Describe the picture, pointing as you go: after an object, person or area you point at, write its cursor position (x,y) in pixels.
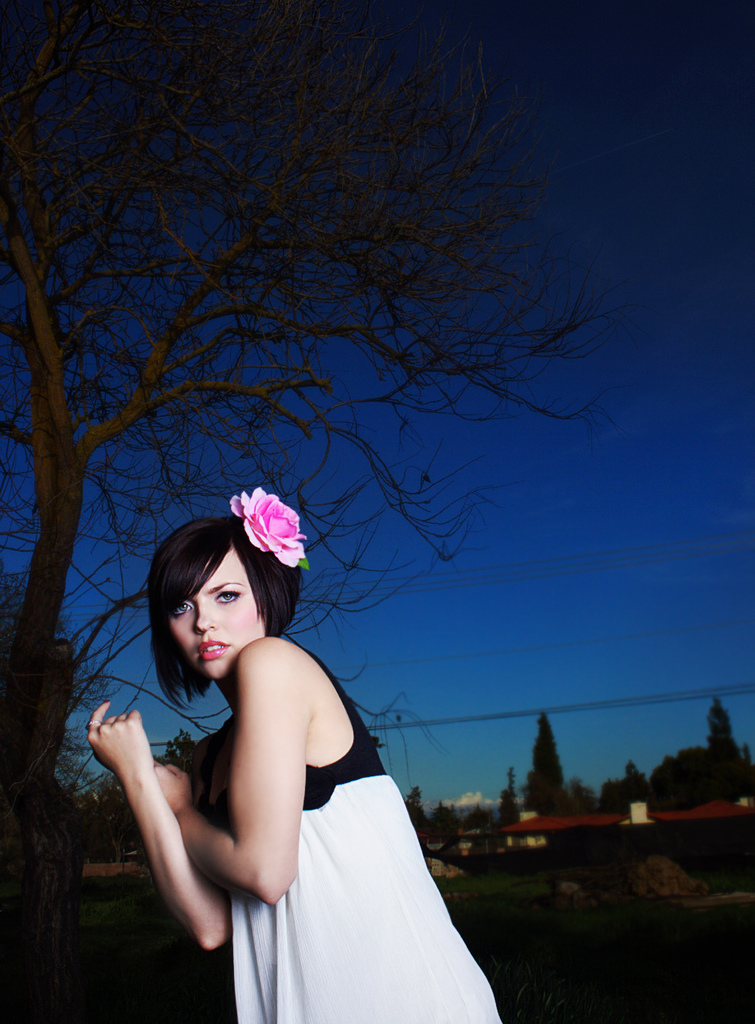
In the center of the image (262,549) there is a lady (309,995). In the background (594,806) there are trees (41,688). At the bottom of the image (588,971) there is grass (595,976). There is sky (639,251) at the top of the image (650,157).
